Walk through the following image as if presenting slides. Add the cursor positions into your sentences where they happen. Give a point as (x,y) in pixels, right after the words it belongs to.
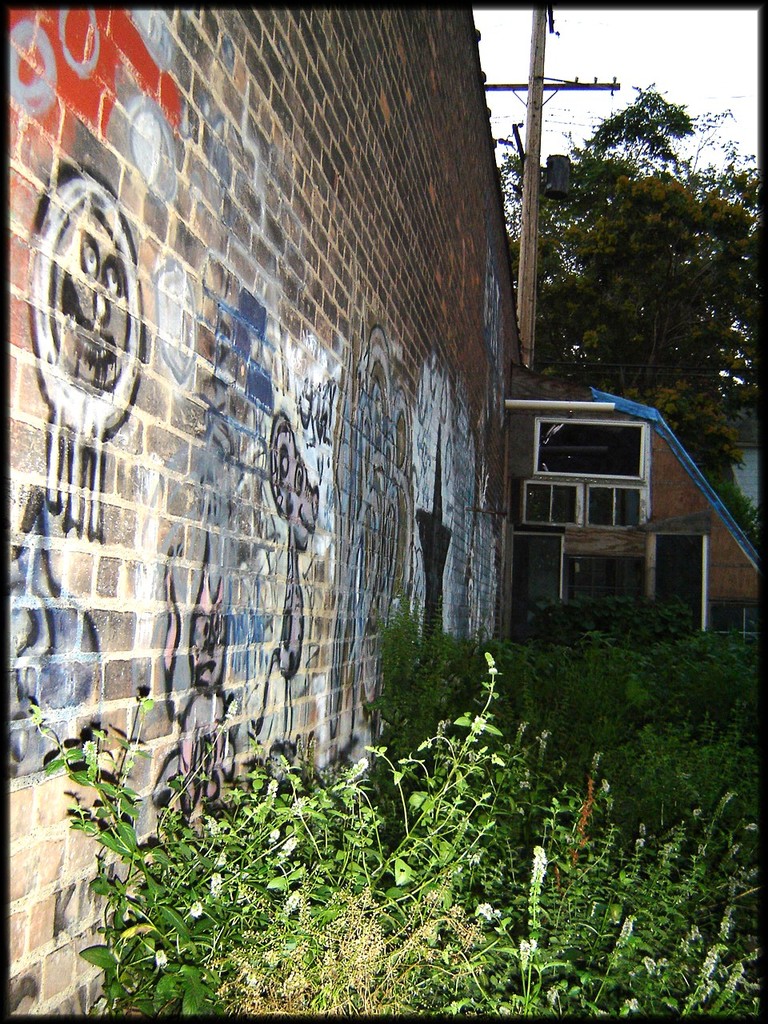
In this image there is graffiti (346,426) on the wall (346,461), in front of the wall (368,655) there are plants (499,784), beside the plants (568,613) there are windows (576,467) on the house (565,488), behind the house (581,444) there is an electric pole (528,172) and a tree (587,267).
